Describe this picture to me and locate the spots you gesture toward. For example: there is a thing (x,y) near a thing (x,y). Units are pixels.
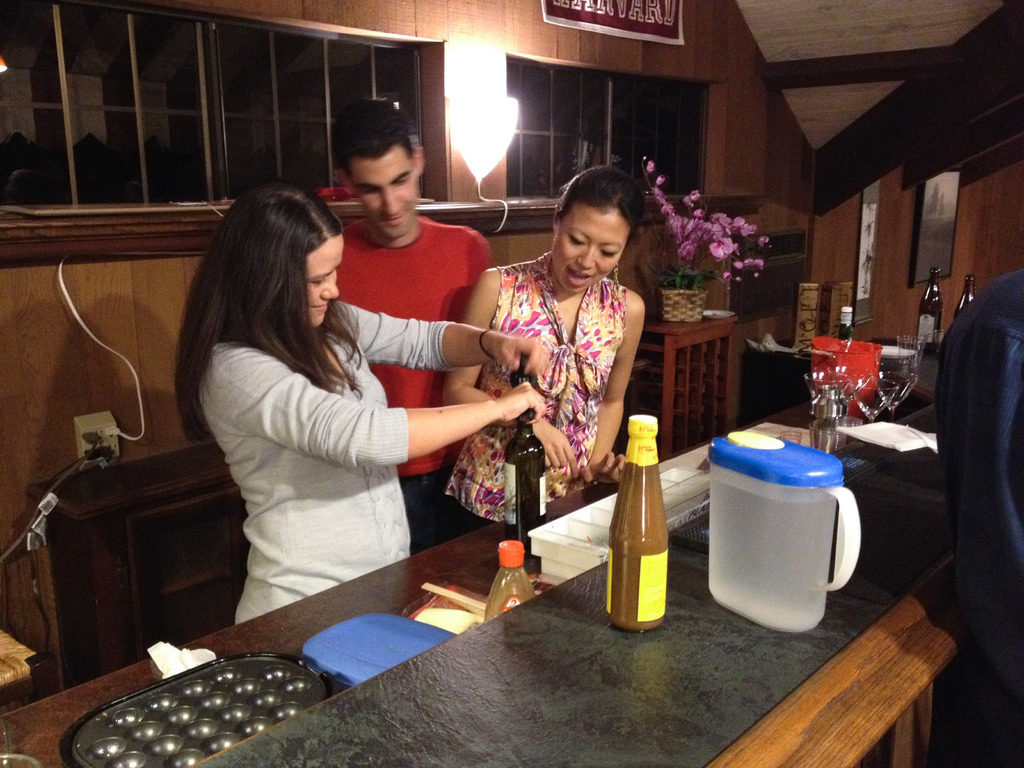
This picture is of inside the room (851,462). On the right (789,634) we can see a table (491,559) on the top of which a jug (760,531), boxes (370,654) and bottles (531,494) are placed. On the left (282,351) there is a woman (310,370) standing and opening the cap (523,417) of a bottle (517,485) and there is a man (424,237) and a woman (582,290) standing and we can see a house plant (688,296) placed on the top of the table (705,371). In the background (719,131) we can see a window (635,106), a wall lamp (513,110), picture frames (927,204) hanging on the wall (1003,216) and a wall socket (113,442).
